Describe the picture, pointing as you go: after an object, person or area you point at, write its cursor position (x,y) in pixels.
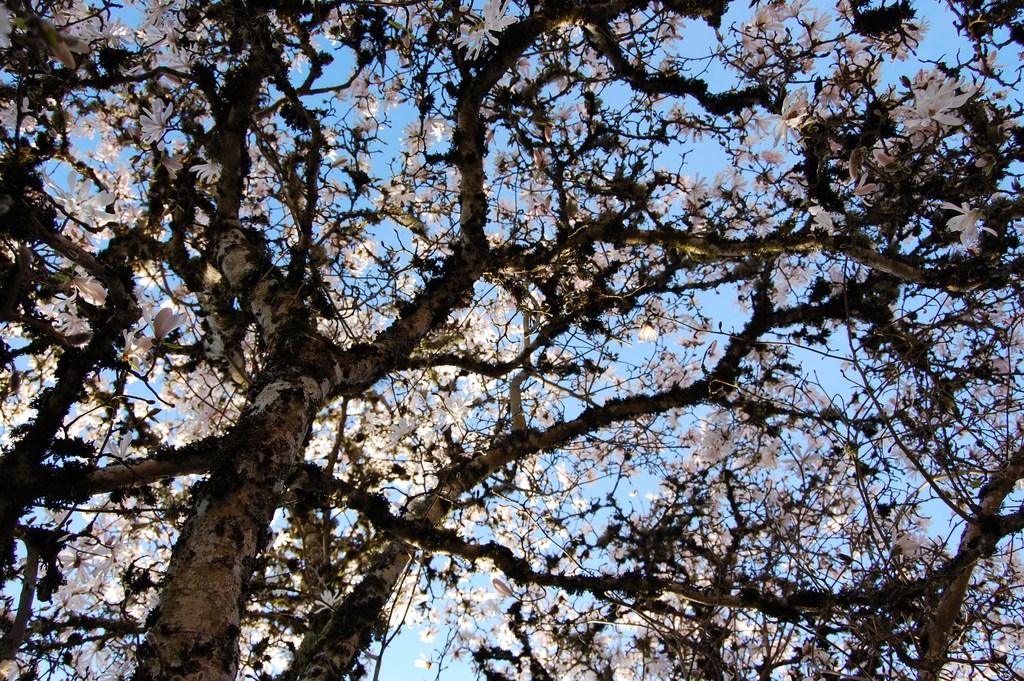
In this image I can see a tree (228,462) to which I can see few flowers (944,115) which are white in color and in the background (733,314) I can see the sky (661,217).
